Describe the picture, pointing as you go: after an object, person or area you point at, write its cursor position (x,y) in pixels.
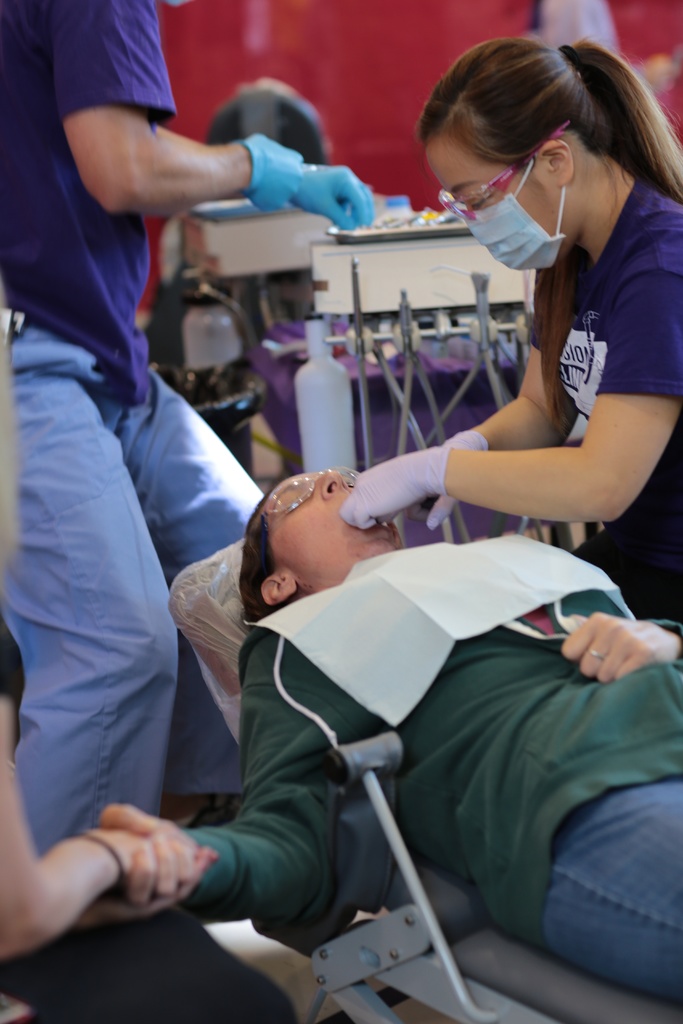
In this picture there is a woman (531,469) treating the person (363,546) placed on the chair (377,1013). The woman (405,631) in the chair (545,962) is wearing a green sweatshirt (509,775) and blue jeans (634,892). Towards the left (126,296), there is a man (146,589) wearing a purple t shirt (65,159) and blue pants (79,392).
